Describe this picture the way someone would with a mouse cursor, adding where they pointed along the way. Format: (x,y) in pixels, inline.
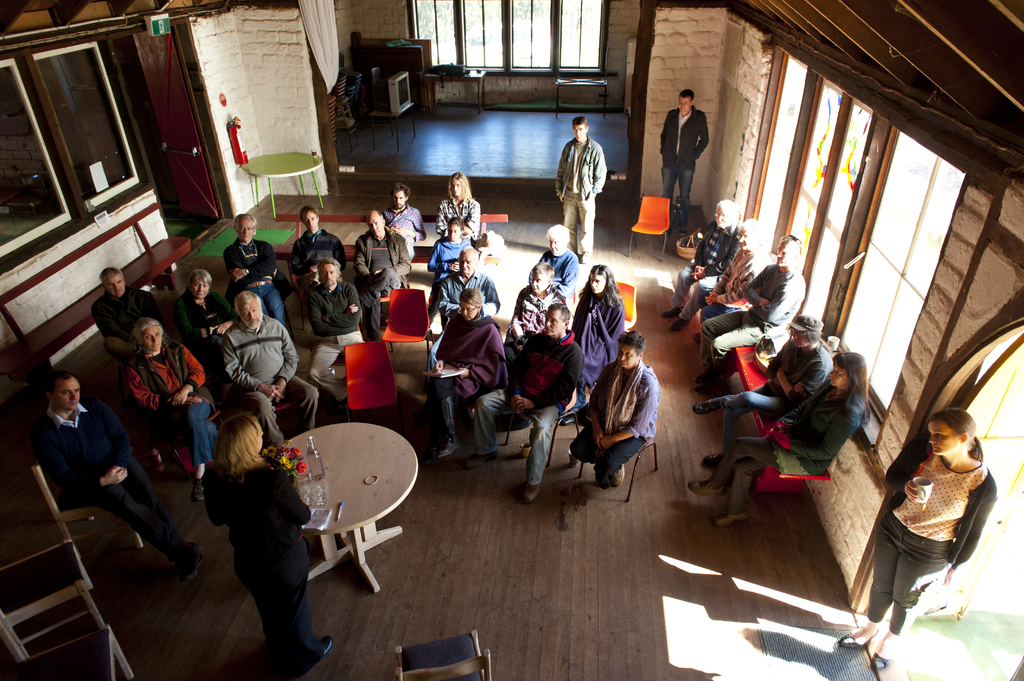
The women (272,527) wearing black dress (271,549) is standing in front of a group of people (436,301) who are sitting on a orange chair (407,337) and there are two persons (577,165) standing in background (567,179).
